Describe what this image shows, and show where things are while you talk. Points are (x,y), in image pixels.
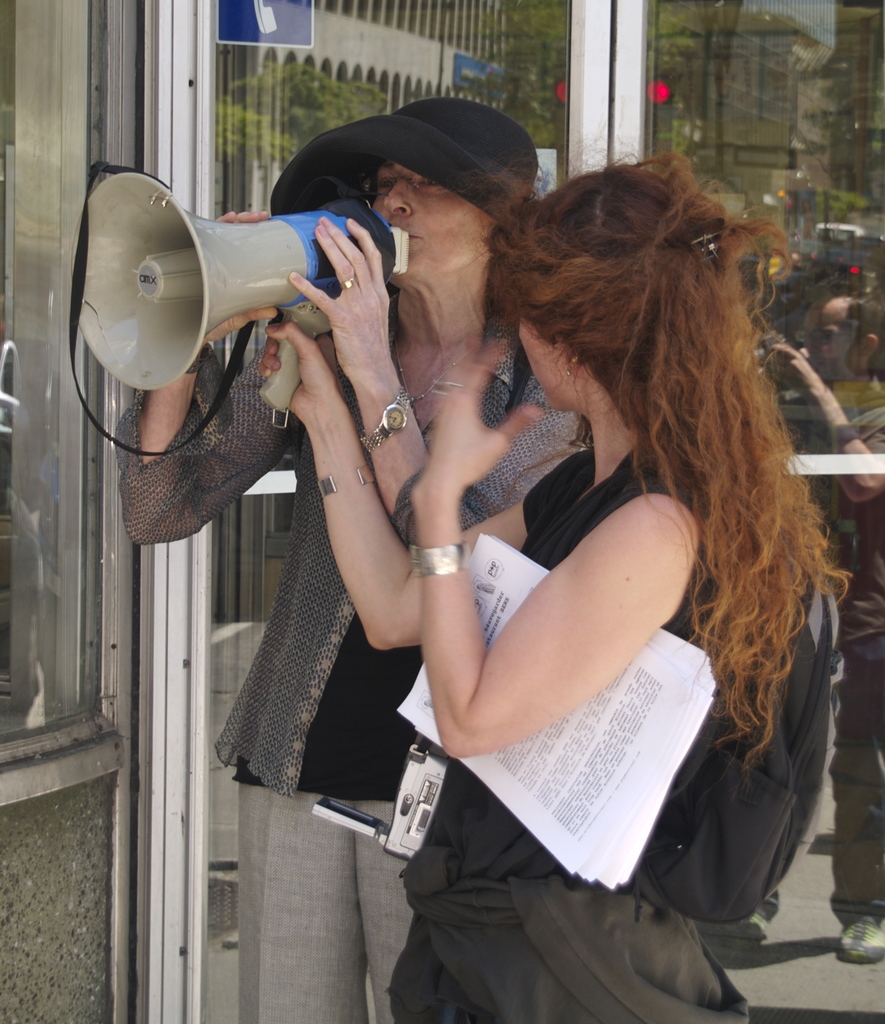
In this image there is a woman (325,636) holding a mic (276,245) is speaking on the mic (390,238), beside the woman (456,298) there is another lady (507,314) holding some papers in her hand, behind them there is a glass door (435,93).
